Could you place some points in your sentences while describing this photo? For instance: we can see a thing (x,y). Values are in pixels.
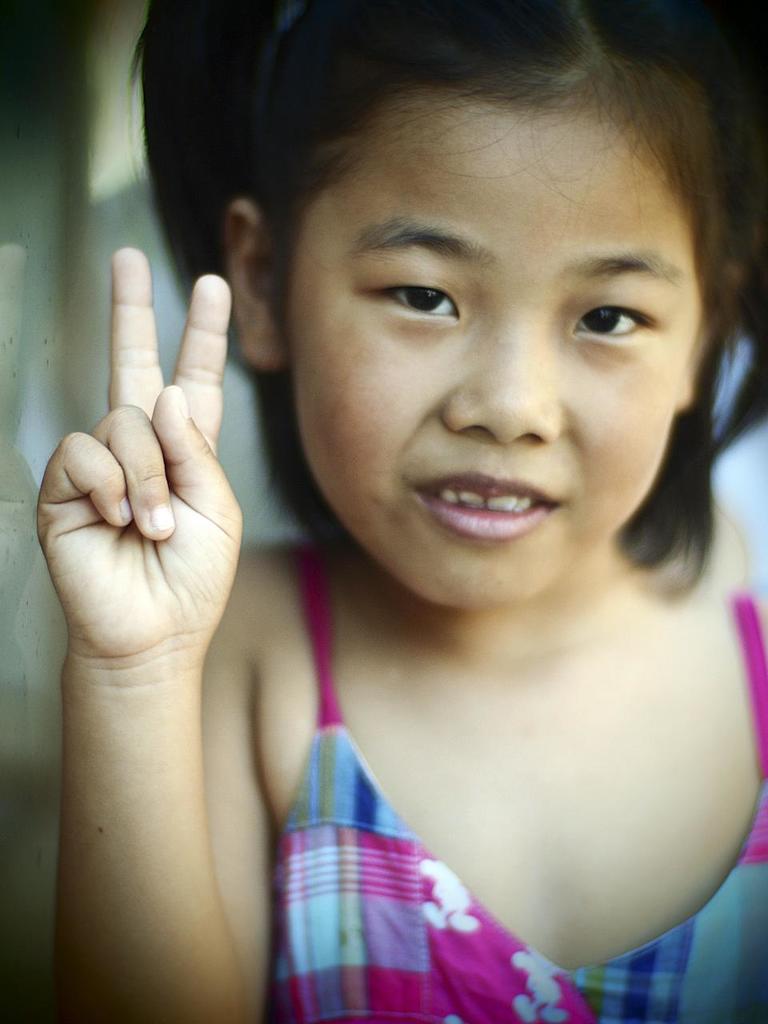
In this picture we can see a girl (194,596) smiling and in the background (94,303) it is blurry.
